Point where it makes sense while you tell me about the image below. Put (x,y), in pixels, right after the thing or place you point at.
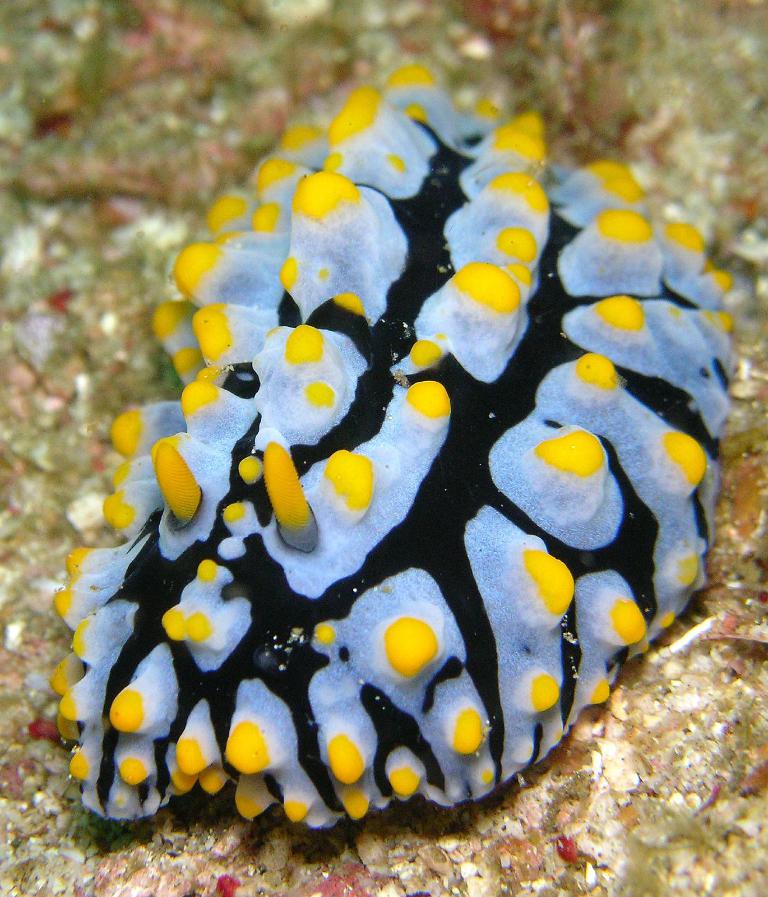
Here in this picture we can see a sea slug (299,178) present on the ground (63,653) over there.
